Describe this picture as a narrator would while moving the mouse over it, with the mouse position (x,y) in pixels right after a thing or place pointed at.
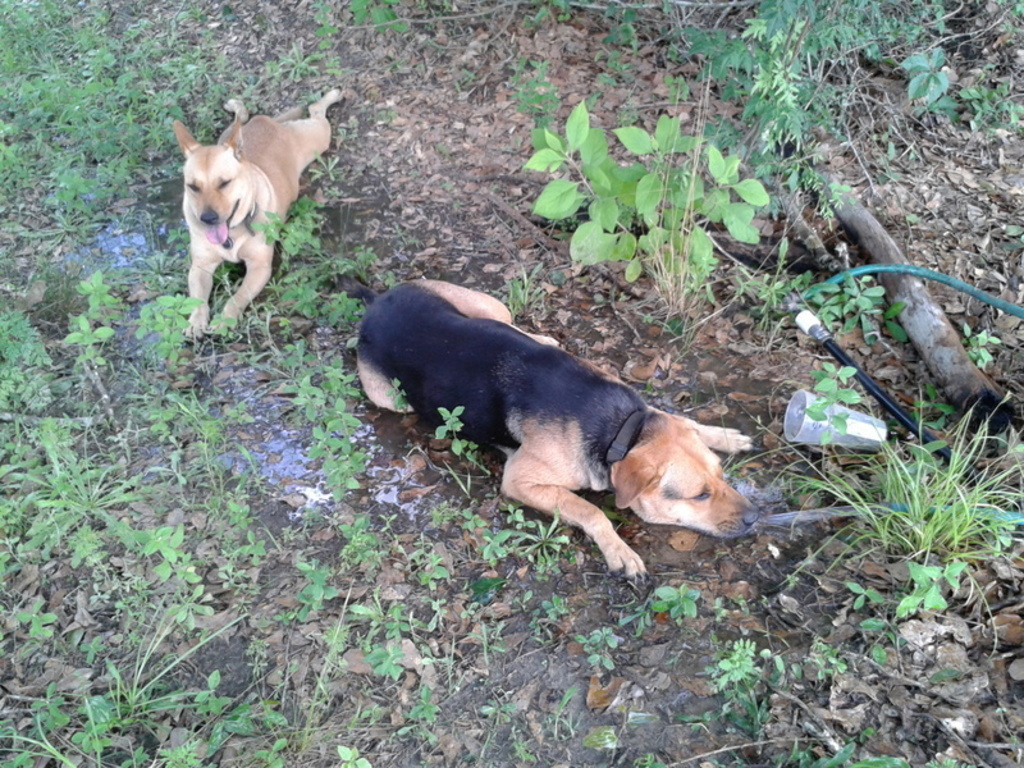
In the center of the image (529,446) there are dogs (515,450). At the bottom of the image (628,661) there are plants (745,678), dry leaves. To the right side of the image (921,294) there is a tree bark (923,333). There is a pipe (963,282).
